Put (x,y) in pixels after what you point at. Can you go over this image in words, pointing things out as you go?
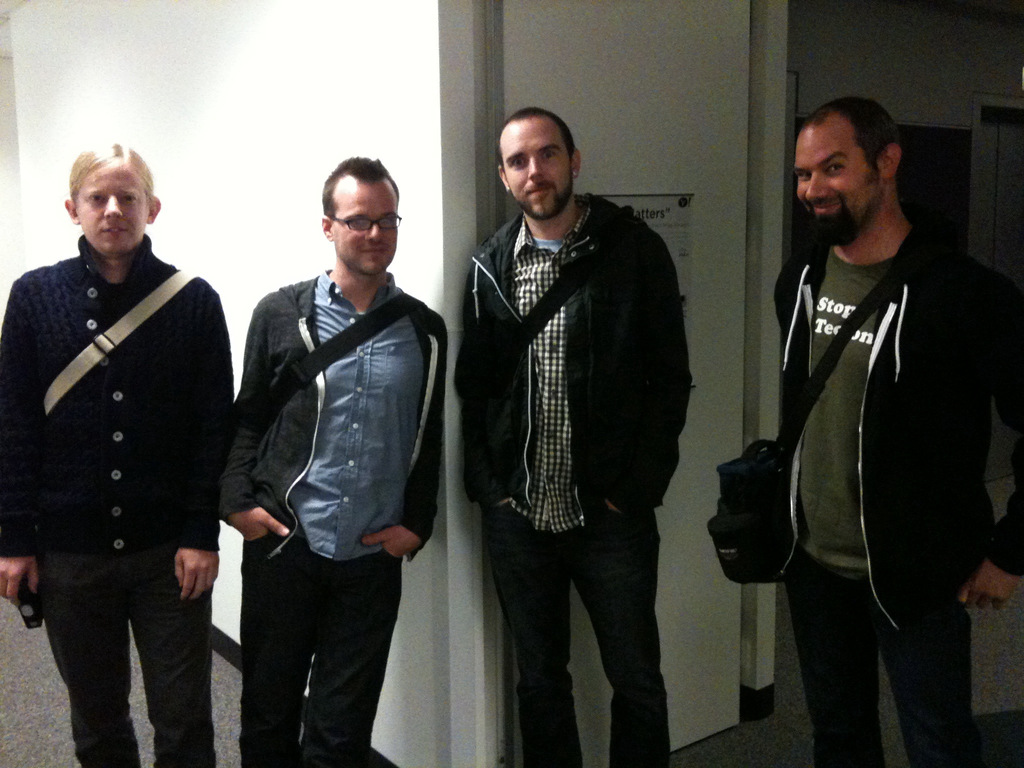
There are four men (330,436) standing on the floor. Four of them are wearing the bags (560,285) across their body (625,398). The Right side guy (851,419) is smiling. These four guys (816,281) are looking at some same person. The right side guy (887,344) is wearing hoodie (907,349) on a t shirt (840,515). The guy (551,335) left to this right side guy (824,353) is wearing a shirt (555,412) and hoodie (614,375) and this guy (501,348) is leaning on the wall (467,213). Among these four of the guys (636,412) two guys (545,523) are leaning on the wall (455,450). The guy (185,479) on the left side (83,419) stood steadily looking at a person (148,464) holding something in his hand (26,573). There is a wall (329,38) behind these two guys (113,191). One of the guy (366,382) is wearing spectacles (364,223).
